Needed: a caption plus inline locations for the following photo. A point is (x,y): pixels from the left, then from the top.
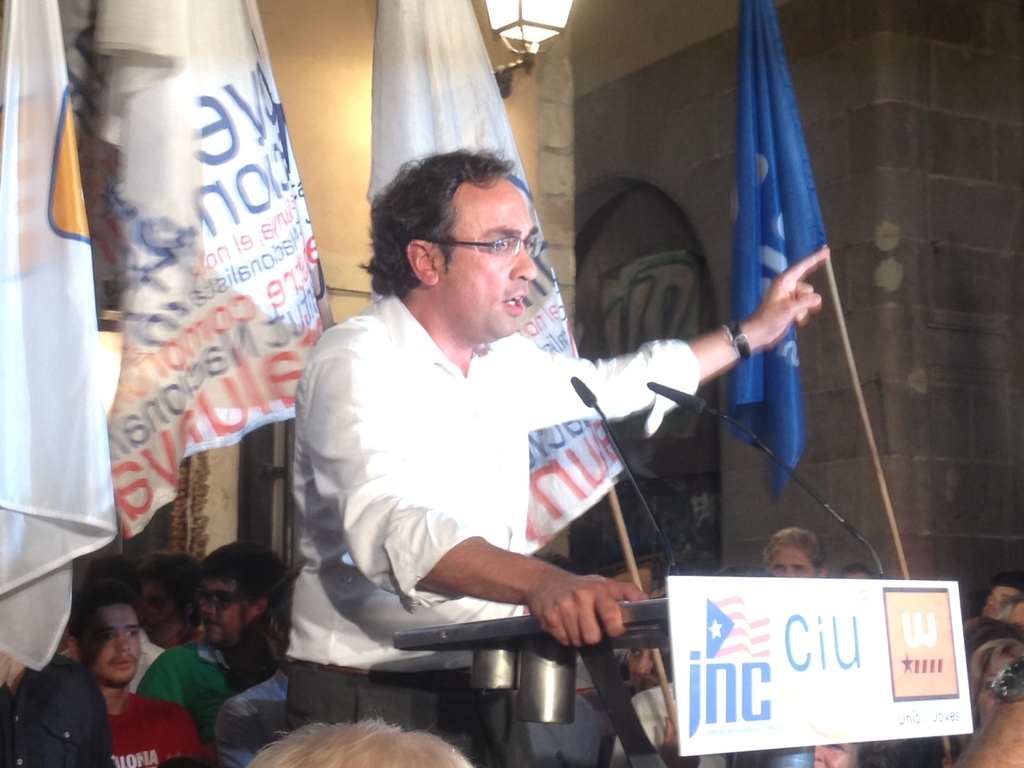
In this picture I can observe a man (382,496) standing in front of a podium (545,639). He is wearing white color shirt (448,368) and spectacles (515,246). In front of him there are two mics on the podium (672,642). In the background (219,597) there are some people (217,630) standing holding some flags (382,153) in their hands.
